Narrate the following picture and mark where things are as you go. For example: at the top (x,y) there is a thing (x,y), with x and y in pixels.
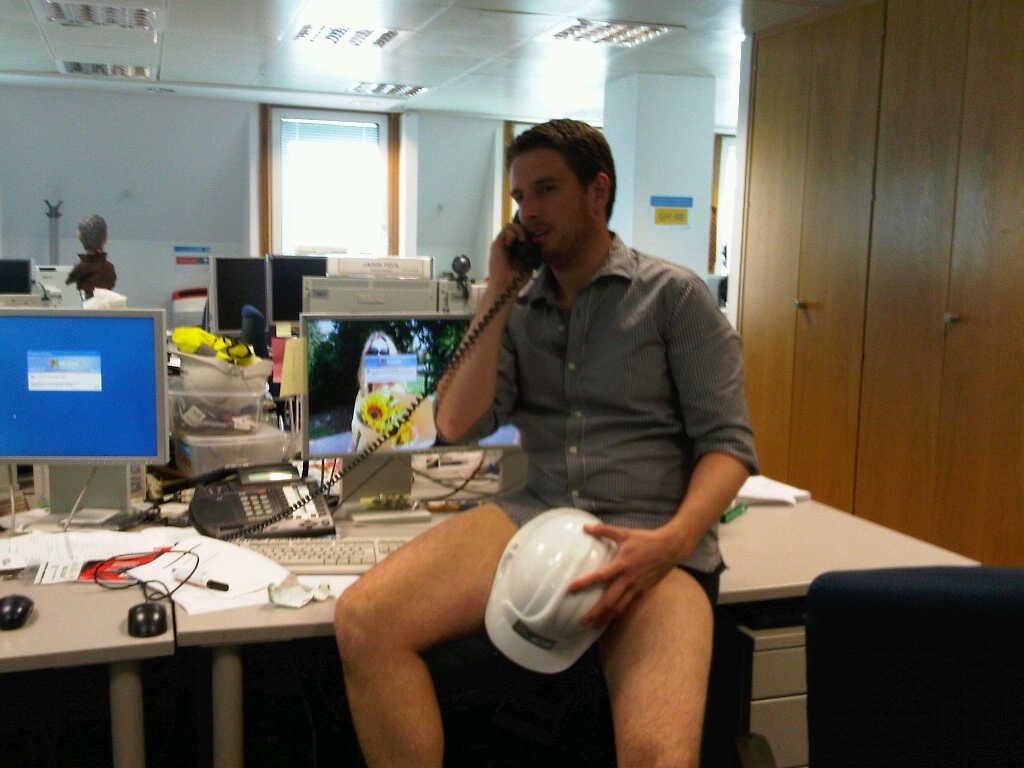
In this picture there is a man (632,410) who is wearing a grey shirt (553,386) is holding a telephone (524,247) in one hand (498,268) and helmet (583,603) in another hand (585,587). In the middle (361,380), there is a computer (335,399) and a keyboard (324,545). There is a mouse (147,615). There are some papers (218,571) and markers (217,591) on the table (225,589). At the background (90,270), there is a toy (89,258). There are boxes (203,409) on the table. There is a chair (845,627) to the right side (892,647).
